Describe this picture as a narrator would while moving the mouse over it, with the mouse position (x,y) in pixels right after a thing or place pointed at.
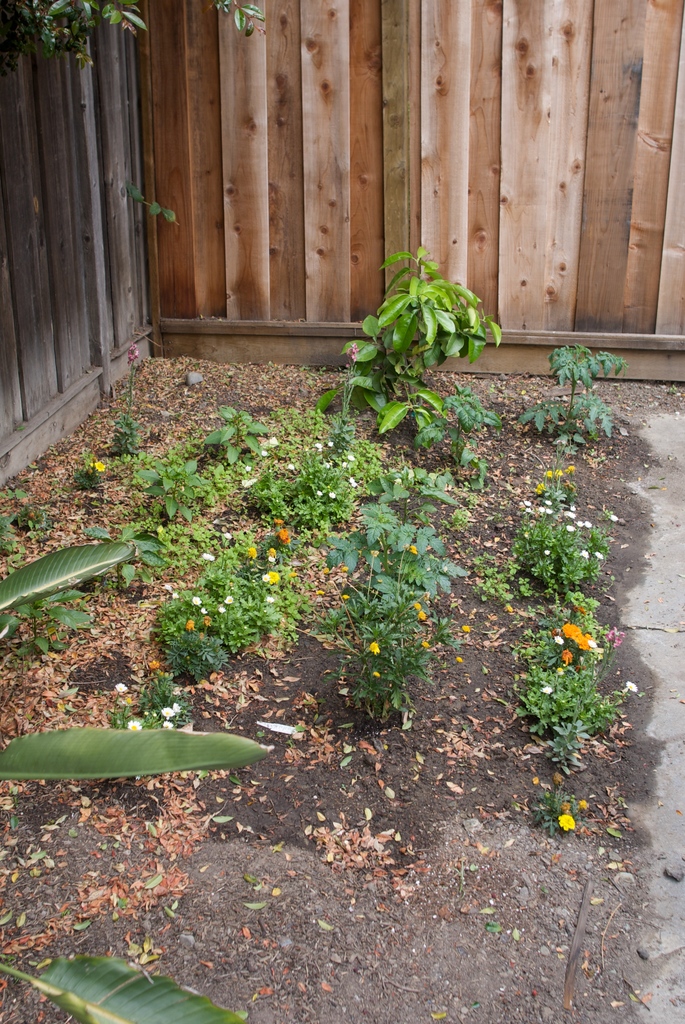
In this image I can see plants (282,564), dried leaves (90,490), flowers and green leaves (114,741). In the background of the image (193,314) there are wooden walls (194,162).
